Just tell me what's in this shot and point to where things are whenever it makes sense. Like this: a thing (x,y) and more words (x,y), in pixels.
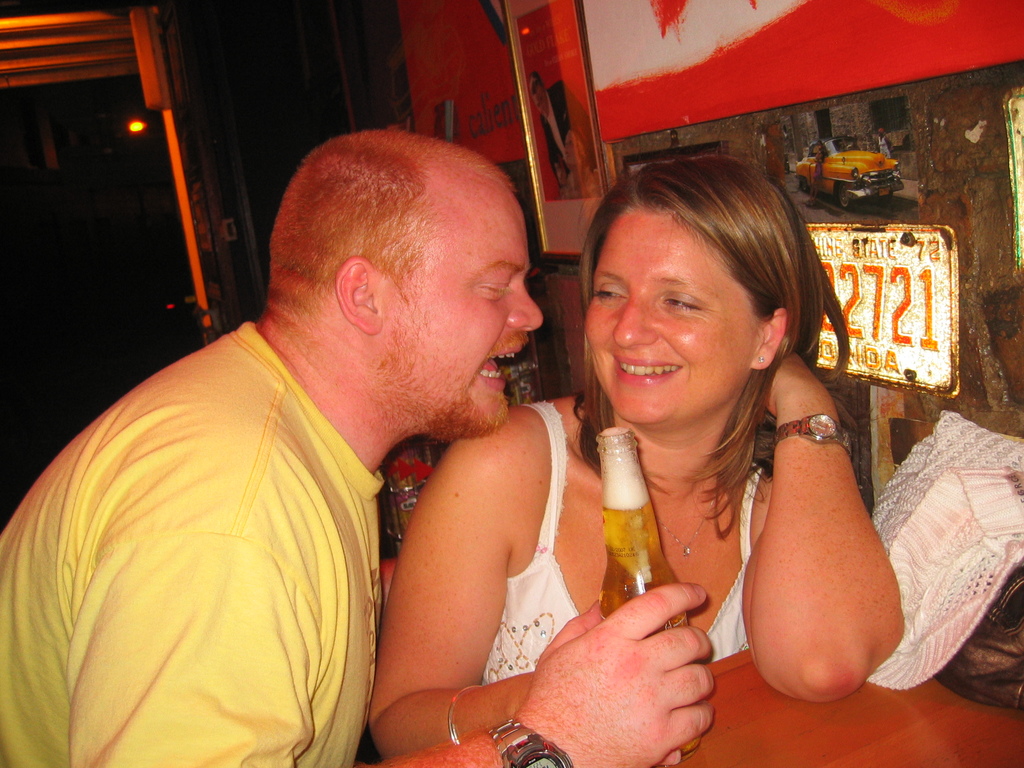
In this image, There is a table (877,736) which is in brown color, In the left side (225,741) there is a man (204,639) standing and he is holding a beer bottle (656,579) which is in yellow color, In the middle (669,486) there is a woman (809,503) standing and she is smiling, In the background (1003,36) there is a wall (941,195) in red color and there are some posters (826,95) on the wall (953,192).
